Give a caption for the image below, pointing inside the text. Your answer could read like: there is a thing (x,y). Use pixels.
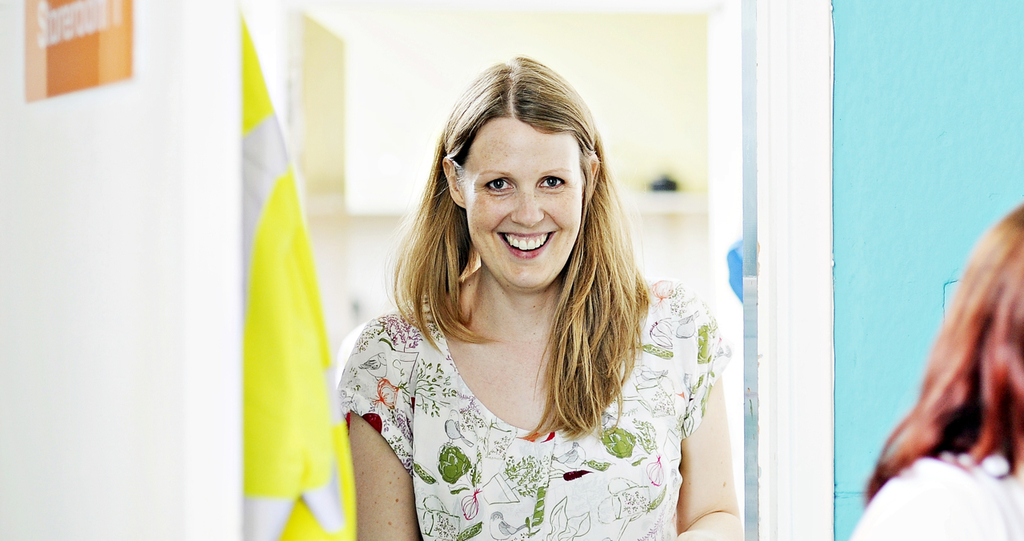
There is a woman (439,246) standing beside a wall (379,262), she is smiling by looking at the camera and beside the doorway (741,356) there is a blue color wall (849,311) and there is some yellow cloth (327,372) beside the woman (620,423).
